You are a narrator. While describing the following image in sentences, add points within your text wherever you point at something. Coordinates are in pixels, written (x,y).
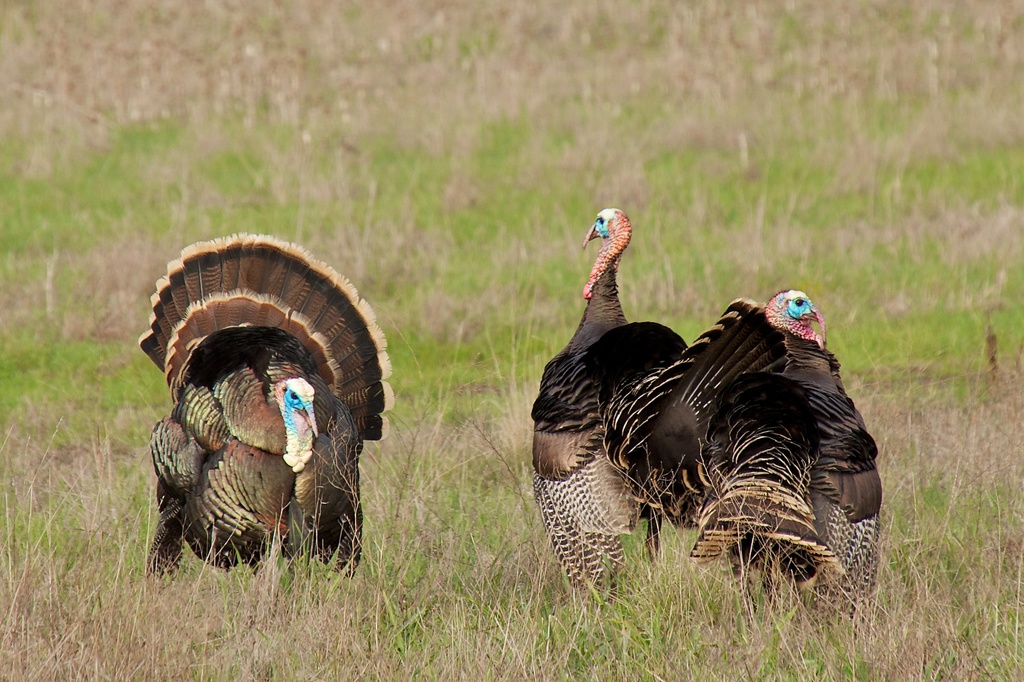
In this image I can see few birds (642,471) which are in black, brown and blue color. These birds (324,495) are on the grass (436,581). I can see the blurred background (532,136).
